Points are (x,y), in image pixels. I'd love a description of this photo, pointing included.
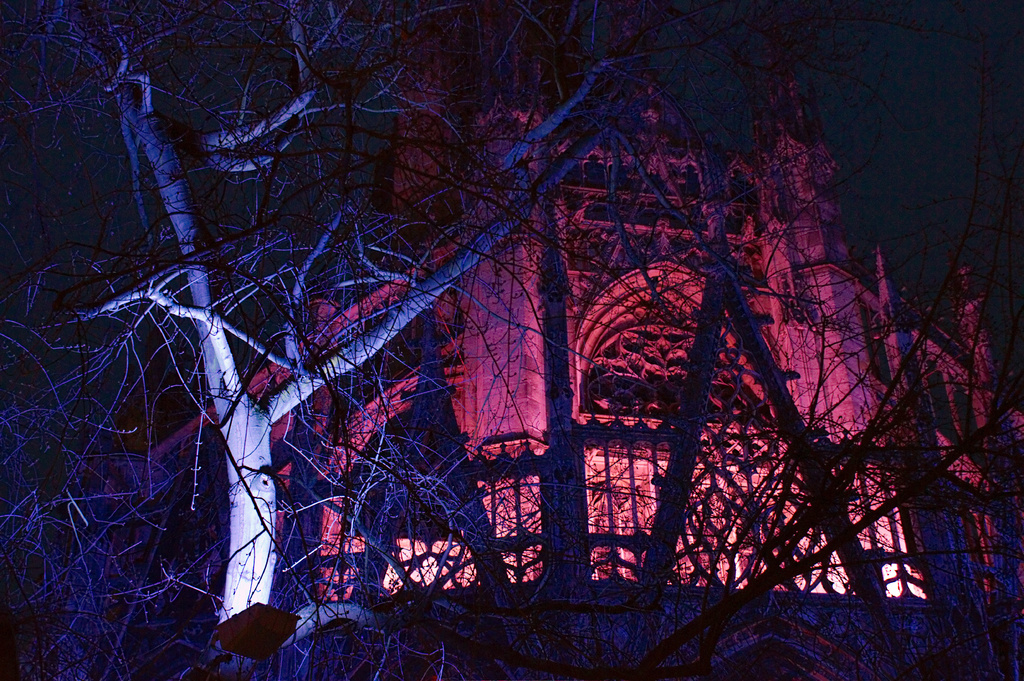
There are some trees (400,438) at the bottom of this image (367,586) and there is a building (498,388) in the background (552,418).
